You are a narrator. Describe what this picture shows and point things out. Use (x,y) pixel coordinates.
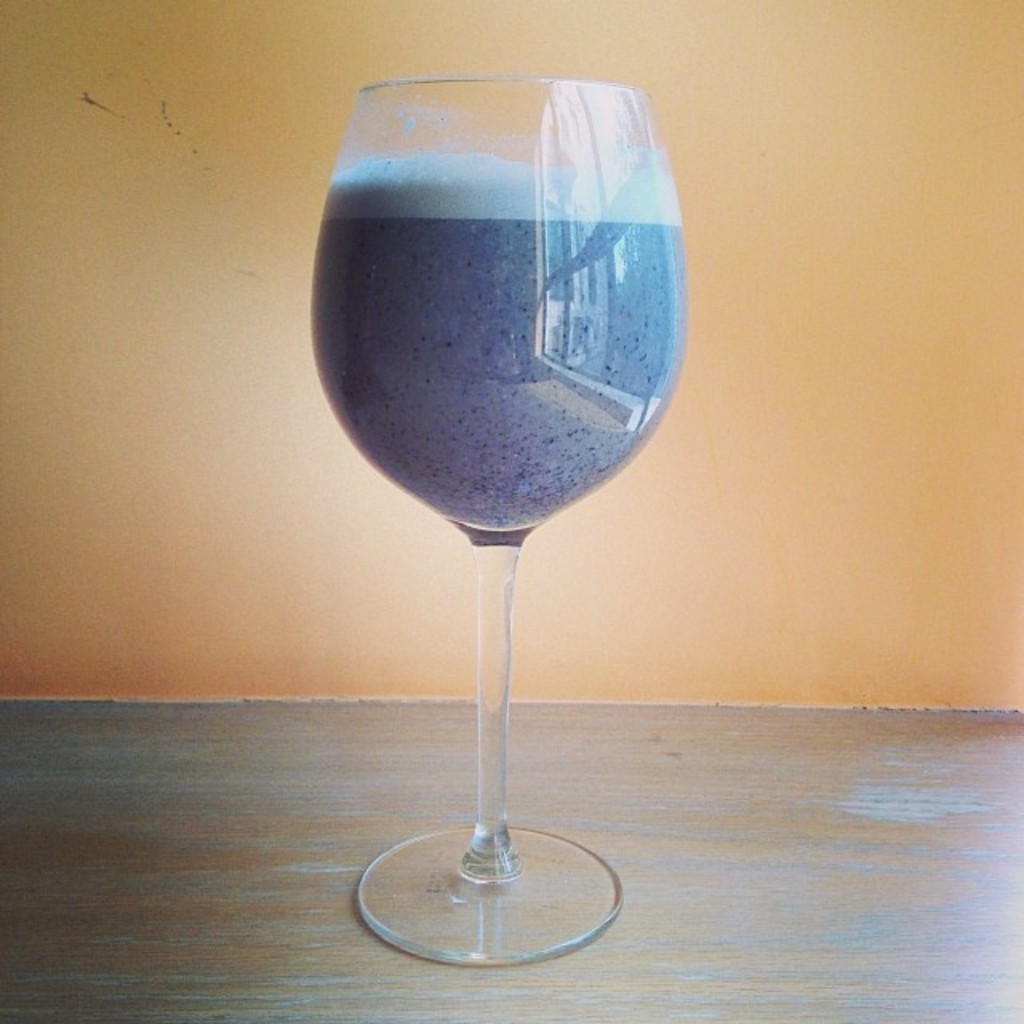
On this surface (742,790) we can see a glass (405,313) with juice (505,334).
